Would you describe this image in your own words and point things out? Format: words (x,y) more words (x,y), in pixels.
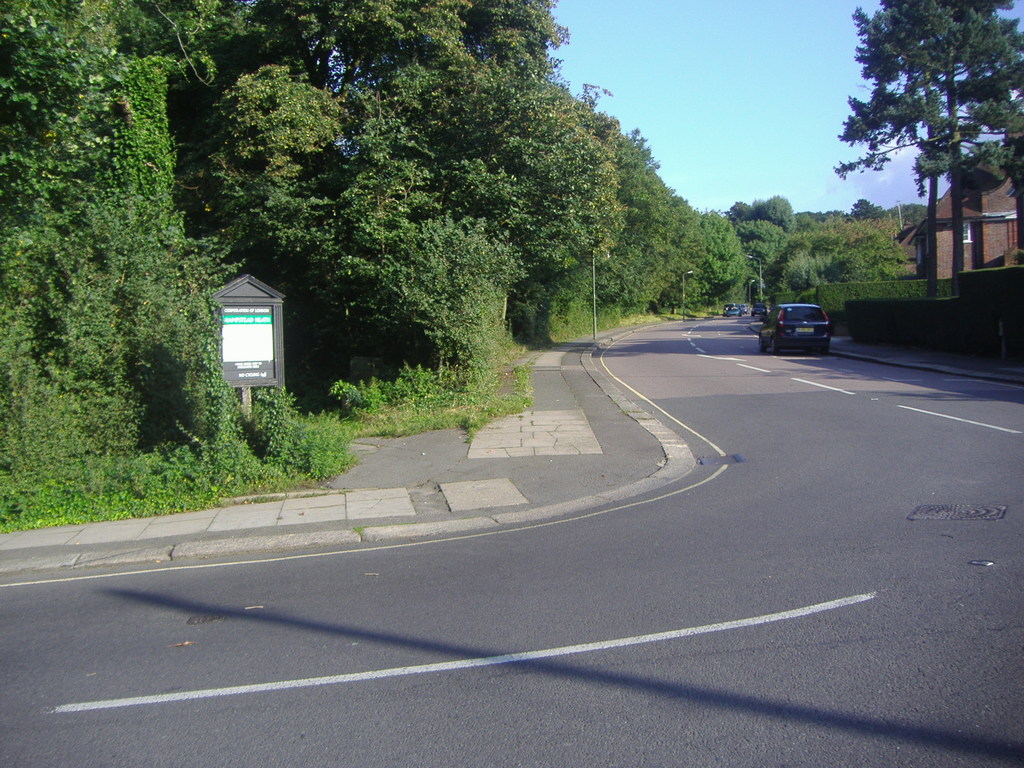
In this image there are cars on the road (505,529). Beside the road (673,352) there are lamp posts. There is a board (226,355) with some text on it. There are trees (98,54), buildings (977,234), bushes (972,279). At the top of the image (793,89) there is sky (779,96).
